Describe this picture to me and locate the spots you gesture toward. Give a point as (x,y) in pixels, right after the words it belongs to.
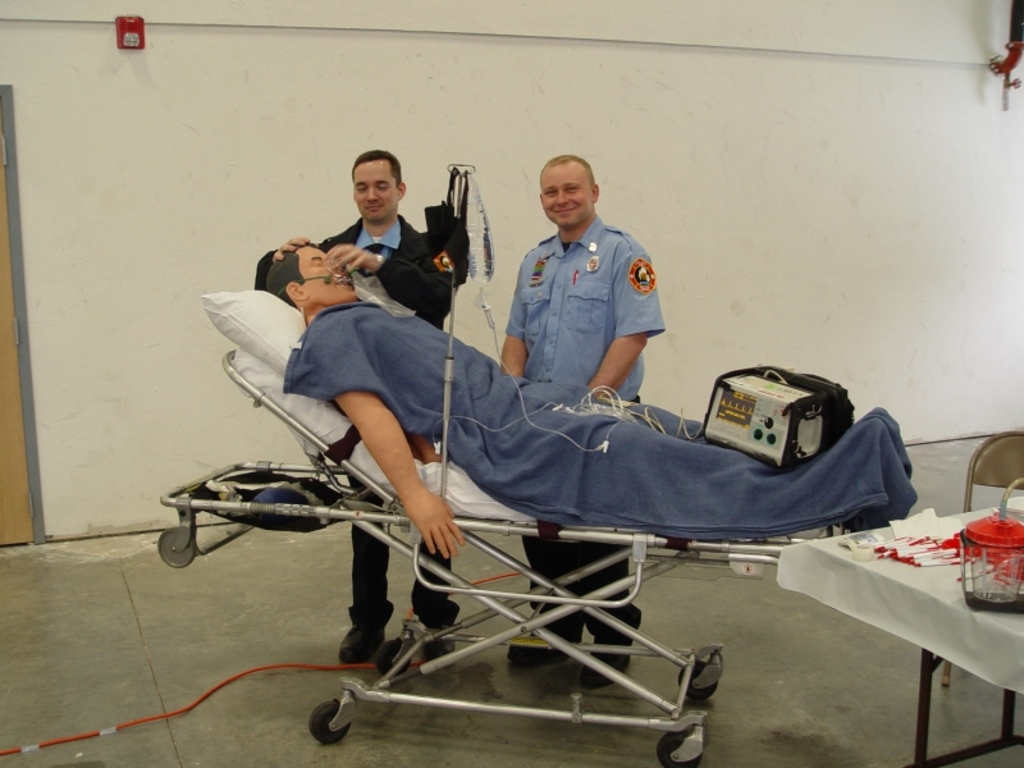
This is an inside view of a room (797,669). Here I can see a depiction of a person (323,297) laying on a stretcher (346,467). Beside the stretcher (303,439) two men (397,235) are standing and smiling. On the right side (956,585) there is a table (926,598) which is covered with a white cloth (888,605). On the table (826,576) there are few objects (942,542) and beside there is a chair (998,472). In the background (675,127) there is a wall (569,94).
